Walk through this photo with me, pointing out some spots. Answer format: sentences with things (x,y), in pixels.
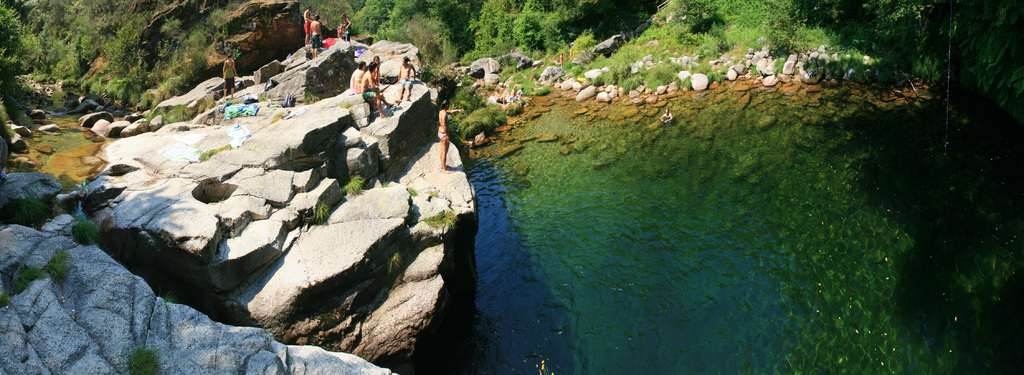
This is the picture of a place where we have some people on the rocks (407,140) and around there are some water (652,198), rocks (457,204) and some trees (449,37) and plants (145,13).
